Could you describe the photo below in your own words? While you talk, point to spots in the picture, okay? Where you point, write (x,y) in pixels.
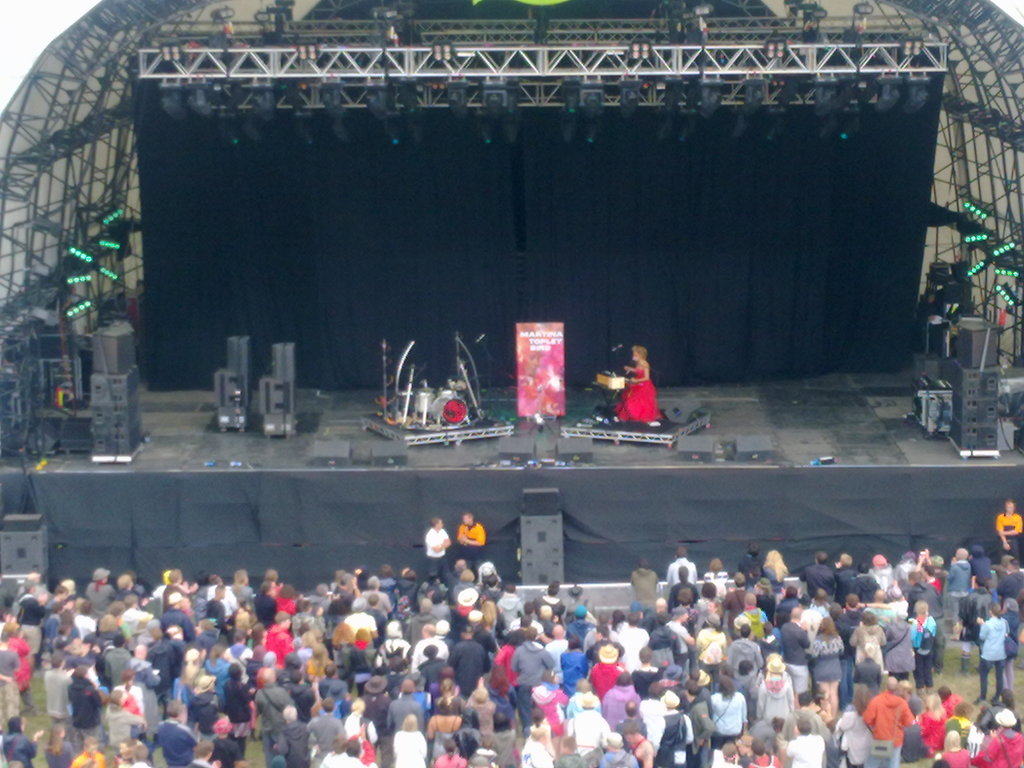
In this image, we can see persons (447,618) wearing clothes (641,409). There is a stage (447,78) in the middle of the image (582,449) contains some musical equipment (930,396).
